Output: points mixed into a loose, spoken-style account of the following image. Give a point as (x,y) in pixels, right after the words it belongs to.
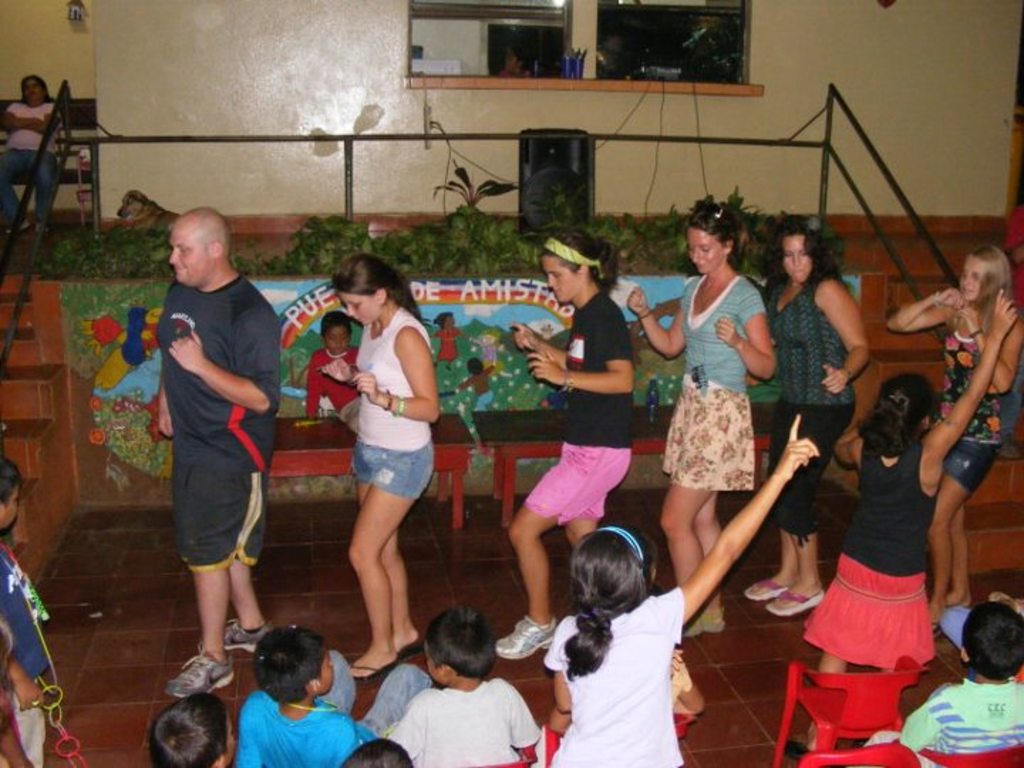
In the foreground of the picture (848,665) there are kids (625,758), chairs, women (948,359), men (191,452), benches (642,445) and staircase (29,326). In the center of the picture (436,260) there are plants (157,239), speaker (539,178), cables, dog (140,198), woman (45,121), bench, wall (494,98), windows (447,67) and other objects (186,142). On the left (39,667) the kid (37,667) is holding bangles (63,727). In the center of the picture (613,383) the people (739,392) are dancing.
